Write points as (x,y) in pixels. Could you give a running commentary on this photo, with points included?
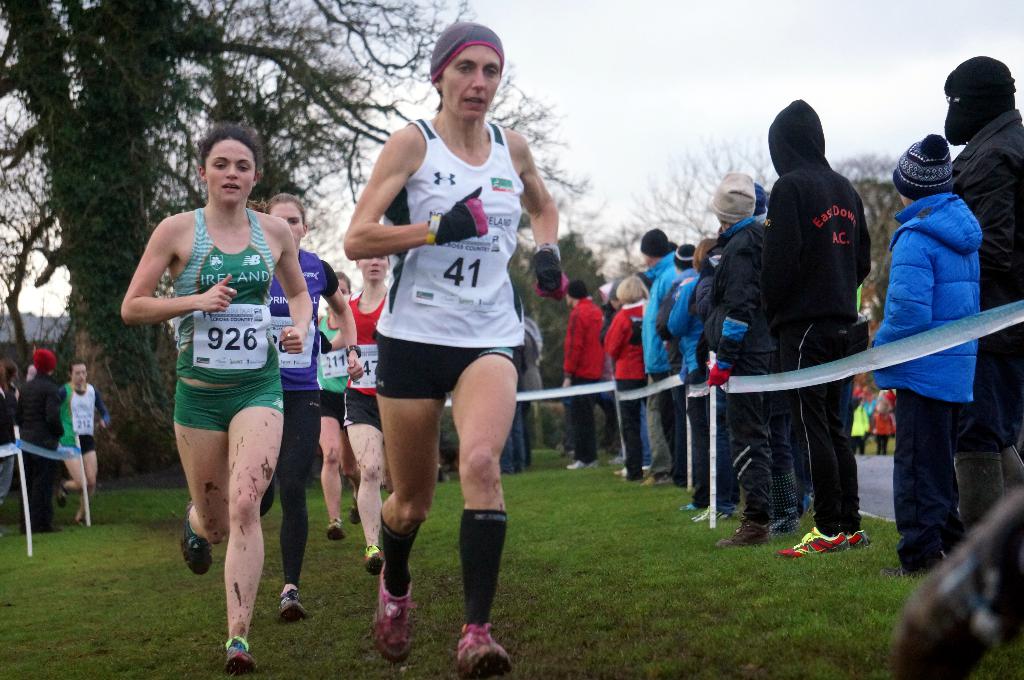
In the foreground of this image (251,519), in the middle (399,385), there are women (392,443) running on the grass (600,597). On either side to them, there are persons (900,330) standing behind the safety poles (871,362). In the background (357,127), there are trees (874,198), road (884,476) and the cloud (696,53).
